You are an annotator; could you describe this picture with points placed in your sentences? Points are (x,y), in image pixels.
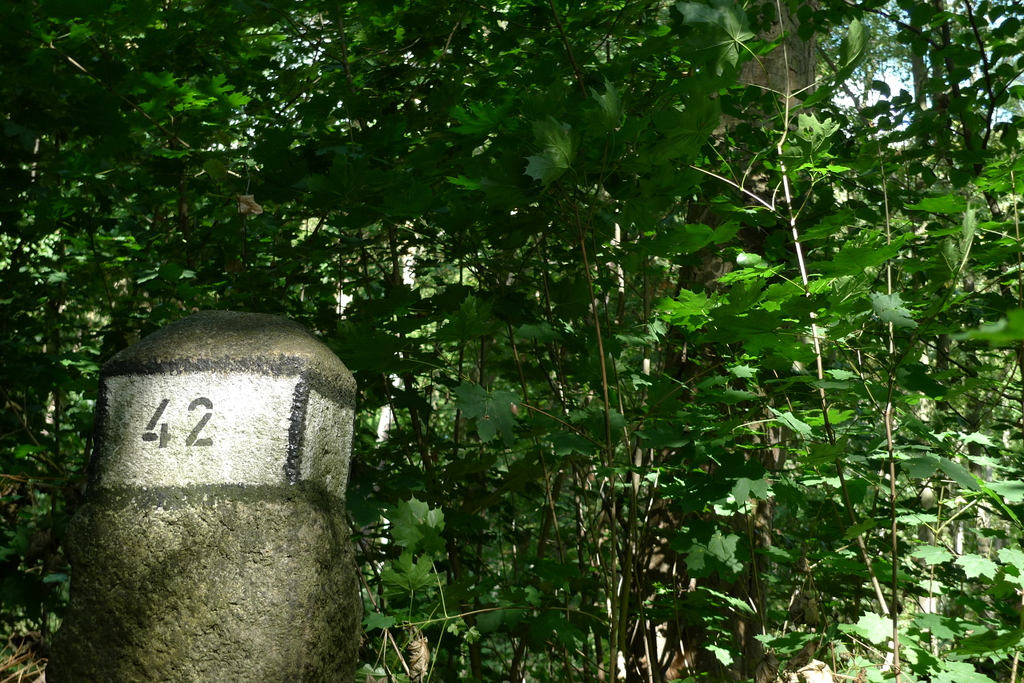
On the left side (217,417), there is a number (209,426) on a white color surface (209,396) of a pole (281,474). In the background (935,312), there are trees (685,306) having green color leaves (357,118).
